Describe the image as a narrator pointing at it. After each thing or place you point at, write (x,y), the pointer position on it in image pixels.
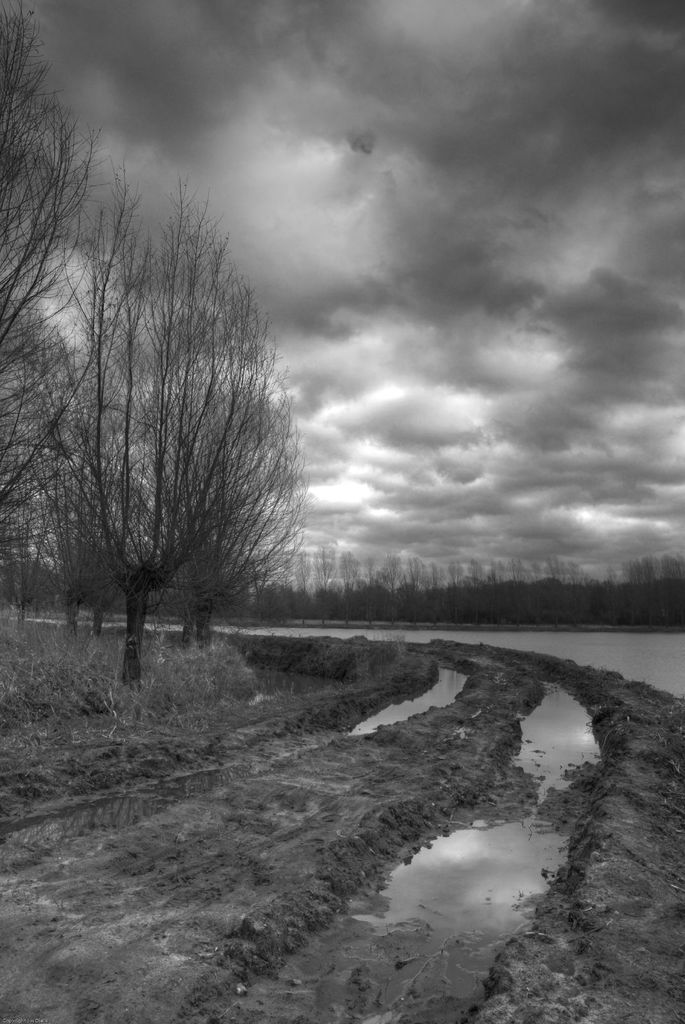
This is a monochrome image where we can see trees (421,562), water (650,645) and road (622,1023).
